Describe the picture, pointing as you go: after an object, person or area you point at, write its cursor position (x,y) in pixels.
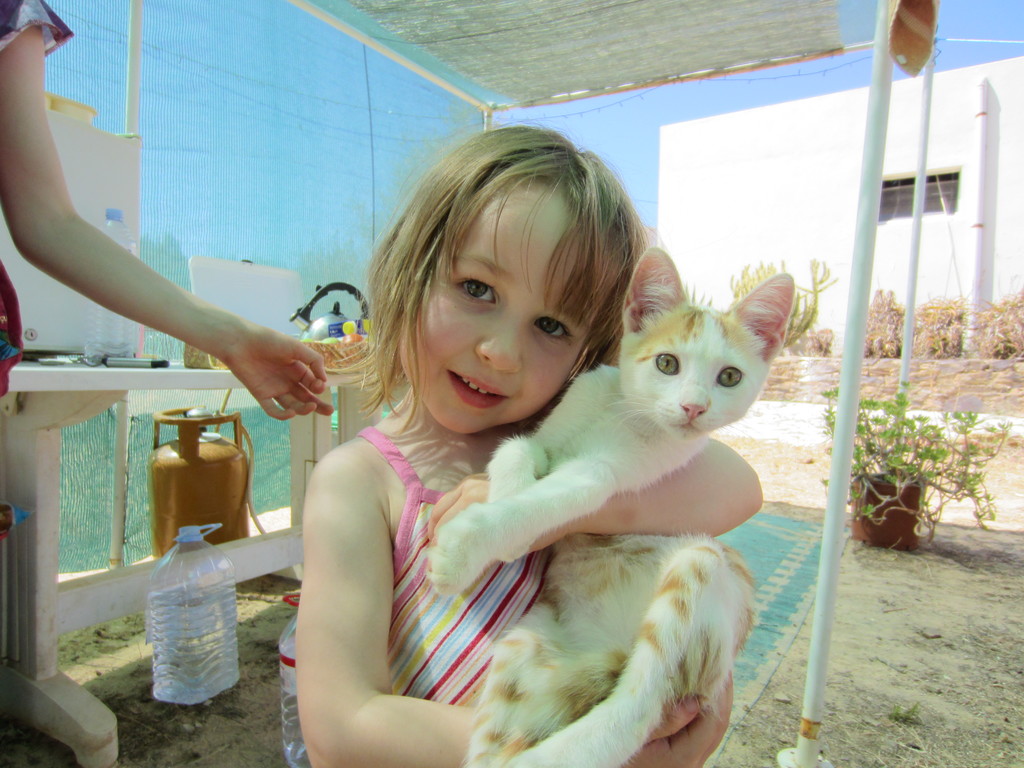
There are two persons (268,369). This kid (457,351) holding cat (644,675). We can see bottle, basket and things (160,365) on the table (158,382). On the background (670,142) we can see wall (949,291), plants (1002,313). This is tent (288,86). We can see cylinder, bottles (189,602) with water (203,633), plant (869,508), pot (888,530) on the sand (943,742).
